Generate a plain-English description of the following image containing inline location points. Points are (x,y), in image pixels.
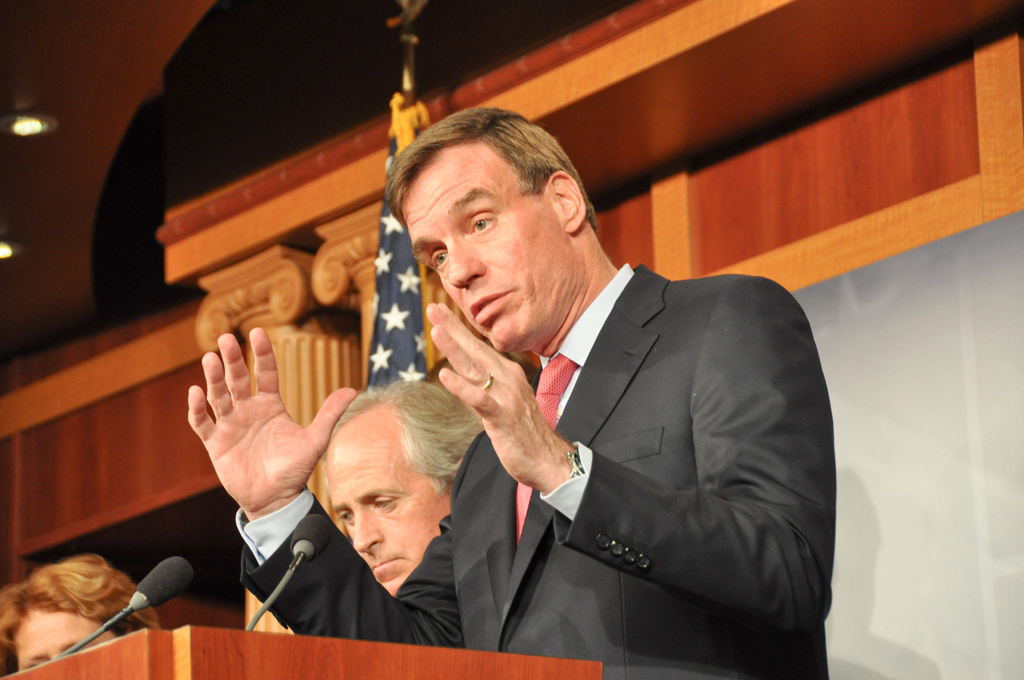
In this image I can see three persons (534,507). In front (666,477) the person (669,490) is wearing black blazer (629,346), white shirt (588,341) and red color tie (578,366) and I can see the podium (268,665) and two microphones (271,597). In the background (441,295) I can see the flag (380,288) and I can see the wooden wall (735,181).
